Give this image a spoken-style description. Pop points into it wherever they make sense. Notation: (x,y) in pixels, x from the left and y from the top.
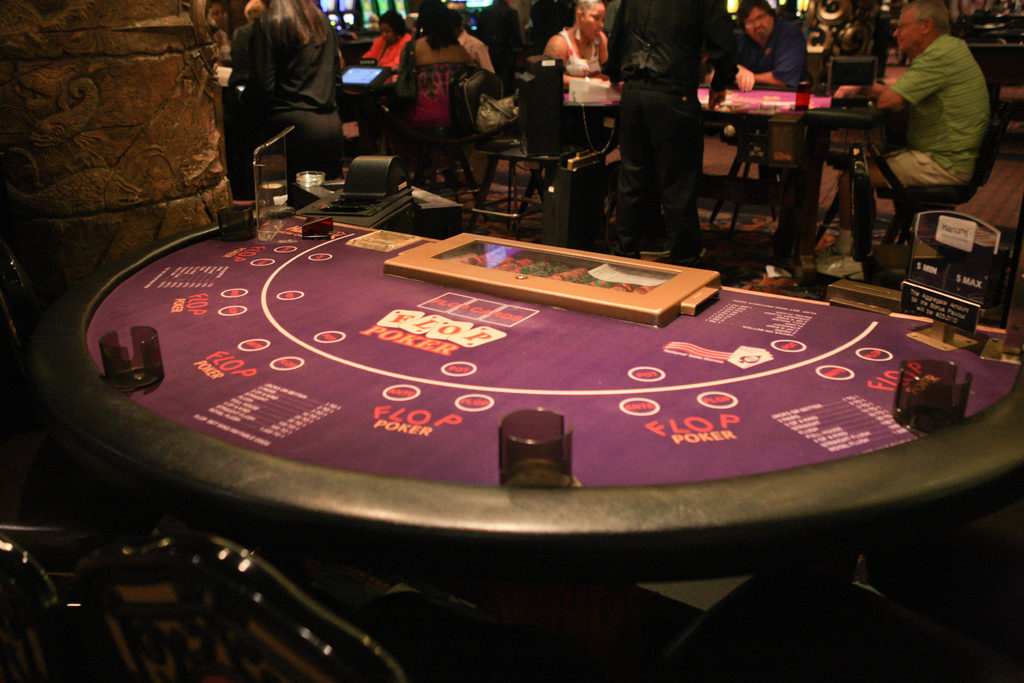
In this image, we can see a table (644,396). On top of that we can see few objects (947,384). Top of the image (187,144), there are few people (663,192), chairs (860,189), tables (802,166), carvings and few objects (488,119).
